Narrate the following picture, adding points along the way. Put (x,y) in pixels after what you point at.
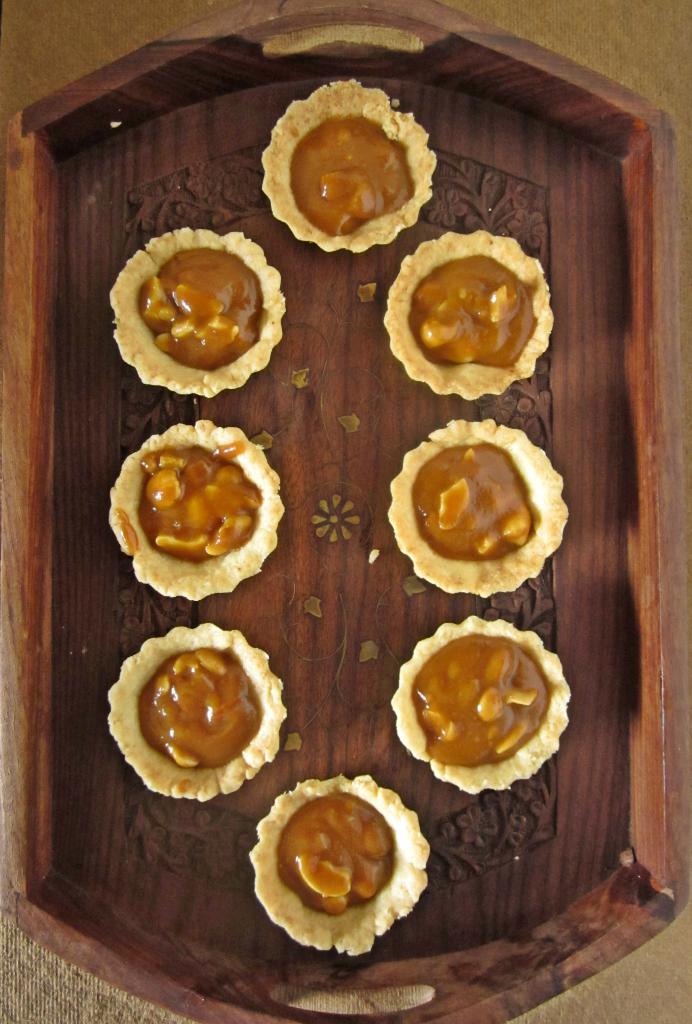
In this image we can see some food items (330,802) are kept on the wooden tray (636,599) which is placed on the surface (19,956).
